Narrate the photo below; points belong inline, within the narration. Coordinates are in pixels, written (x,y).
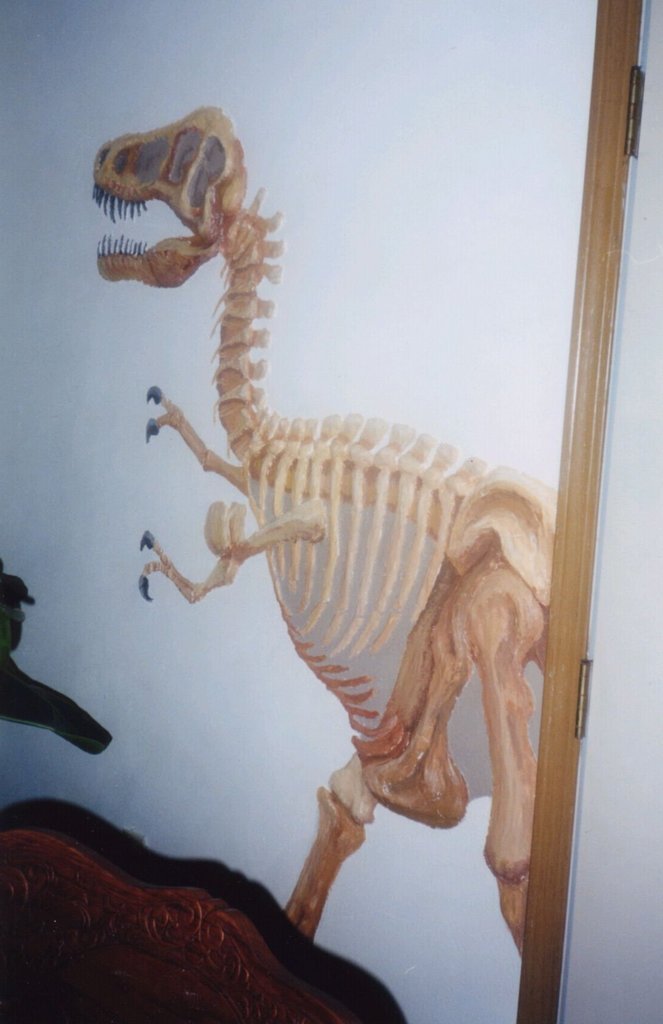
At the bottom (165,972) there is a wooden object (151,946). In the center of the picture (349,528) there is a dinosaur poster (273,556) on the wall (252,720). On the right (584,650) there is a wooden object (543,958).
